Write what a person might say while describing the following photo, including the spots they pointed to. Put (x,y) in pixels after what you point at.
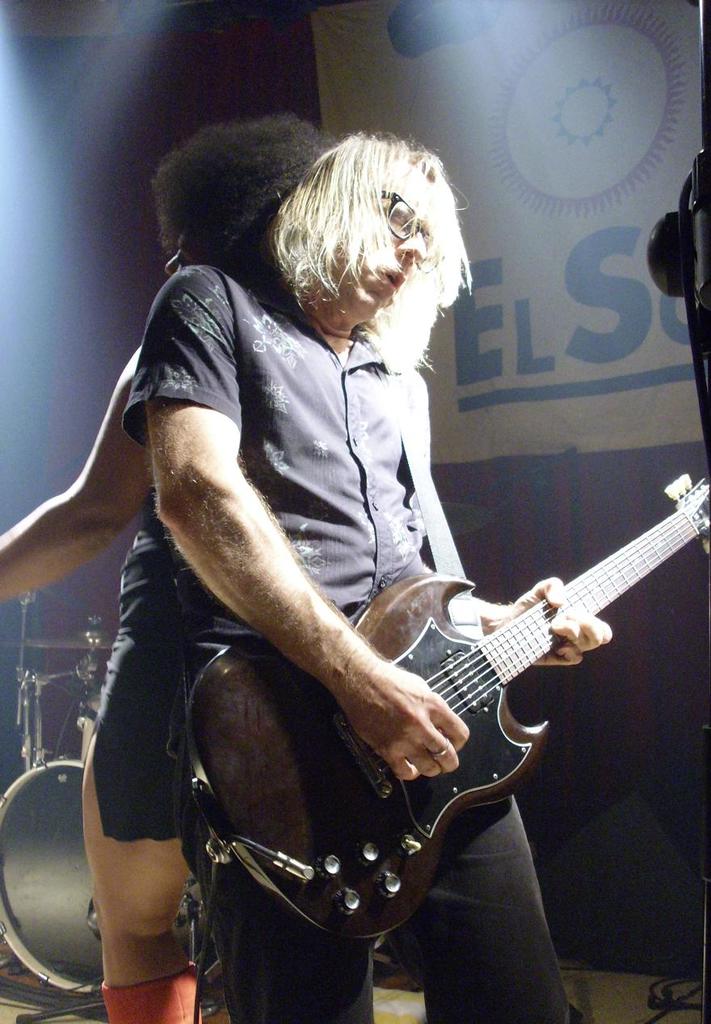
In this image we can see a person (278,503) wearing blue color shirt (323,472), black color spectacles (403,226) playing guitar (368,907) and at the background of the image (157,548) there is person (101,528) who is standing and at the top of the image (506,73) there is banner (384,77) and some lights (15,55).
